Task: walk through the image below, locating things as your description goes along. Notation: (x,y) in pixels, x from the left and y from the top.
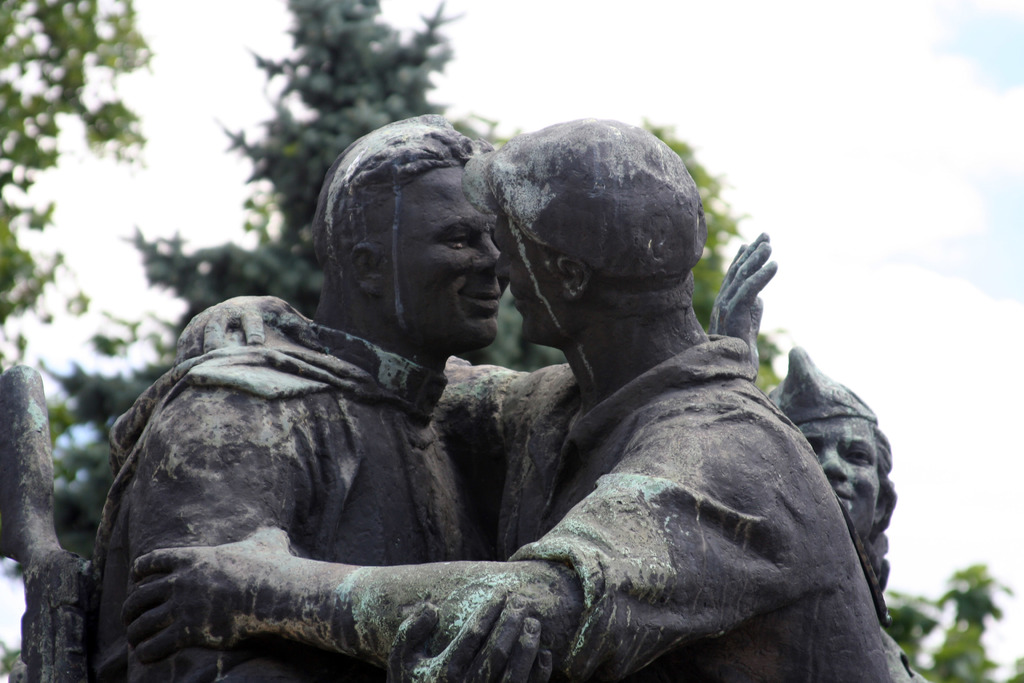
In this image we can see the depiction of persons (765,456). In the background (124,132) we can see the trees (924,637) and also the sky (972,105) with the clouds (982,122).
